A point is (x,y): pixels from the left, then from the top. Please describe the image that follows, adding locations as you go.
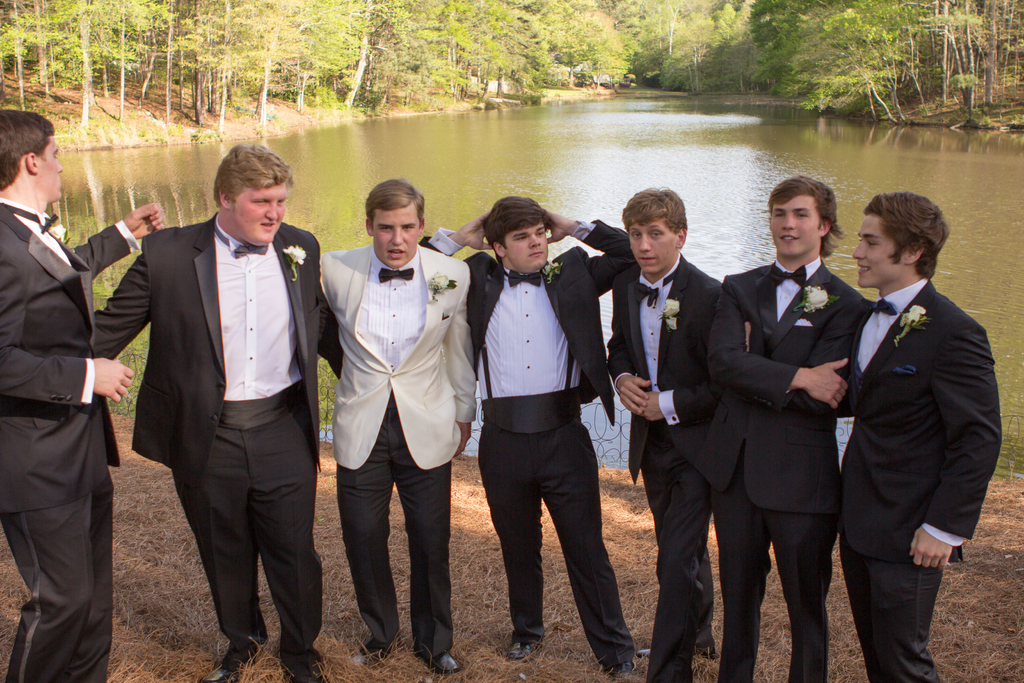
In this image we can see the people (270,353) wearing the suits (562,478) and standing. We can also see the trees (444,49), water (588,161) and at the bottom (471,617) we can see the dried grass (158,597).
